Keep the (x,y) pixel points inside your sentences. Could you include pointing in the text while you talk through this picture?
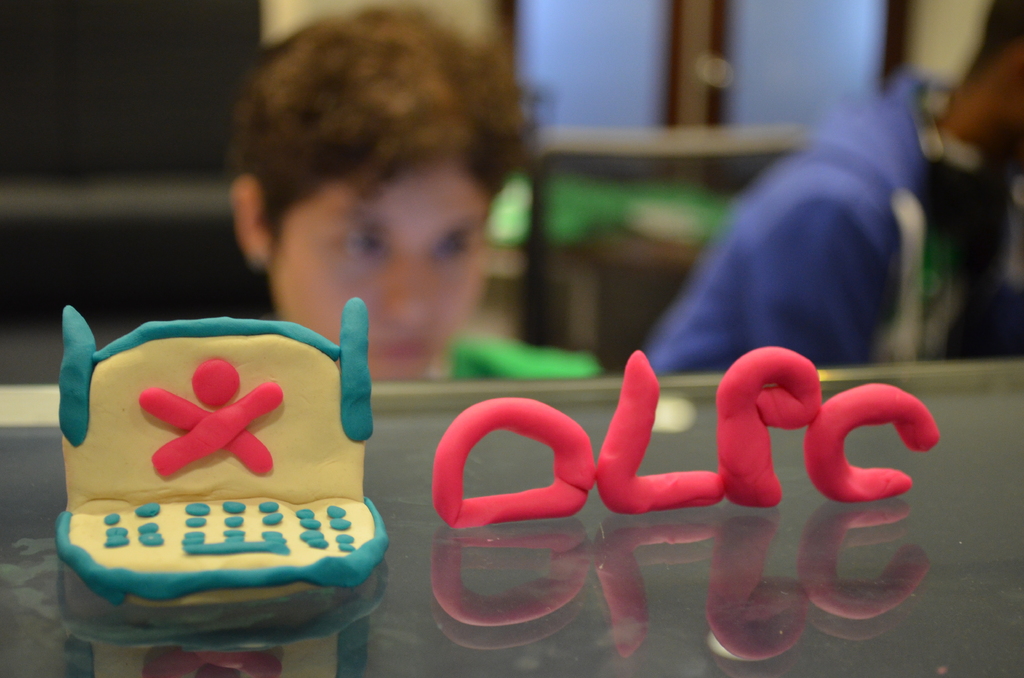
In the image we can see a person (444,339) wearing clothes (509,367), this is a glass surface (926,609), this is a clay (449,508) and the background (104,65) is blurred.
